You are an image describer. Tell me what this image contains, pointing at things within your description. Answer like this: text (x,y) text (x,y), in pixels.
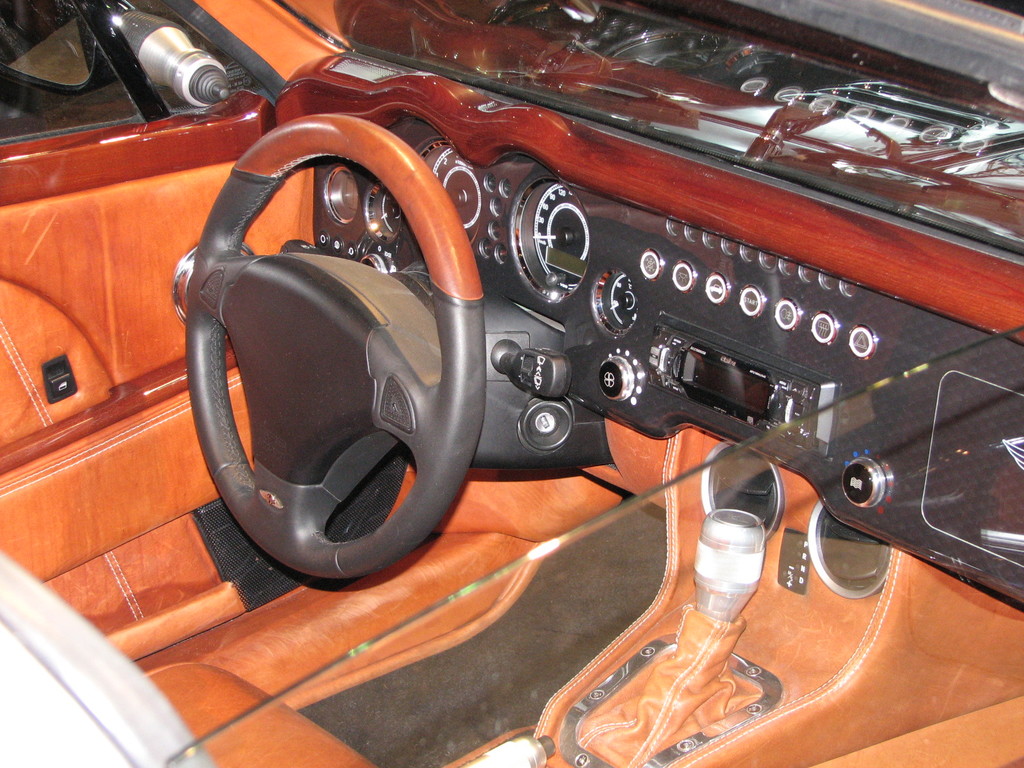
Here in this picture we can see an inside view of a car (473,323) as we can see a dash board (637,306) and steering wheel (346,346) and gear rod (703,543), music player (800,410), speedometers (538,266) and all other things (550,367) and on the left top side (96,38) we can see mirror (80,31) present.
